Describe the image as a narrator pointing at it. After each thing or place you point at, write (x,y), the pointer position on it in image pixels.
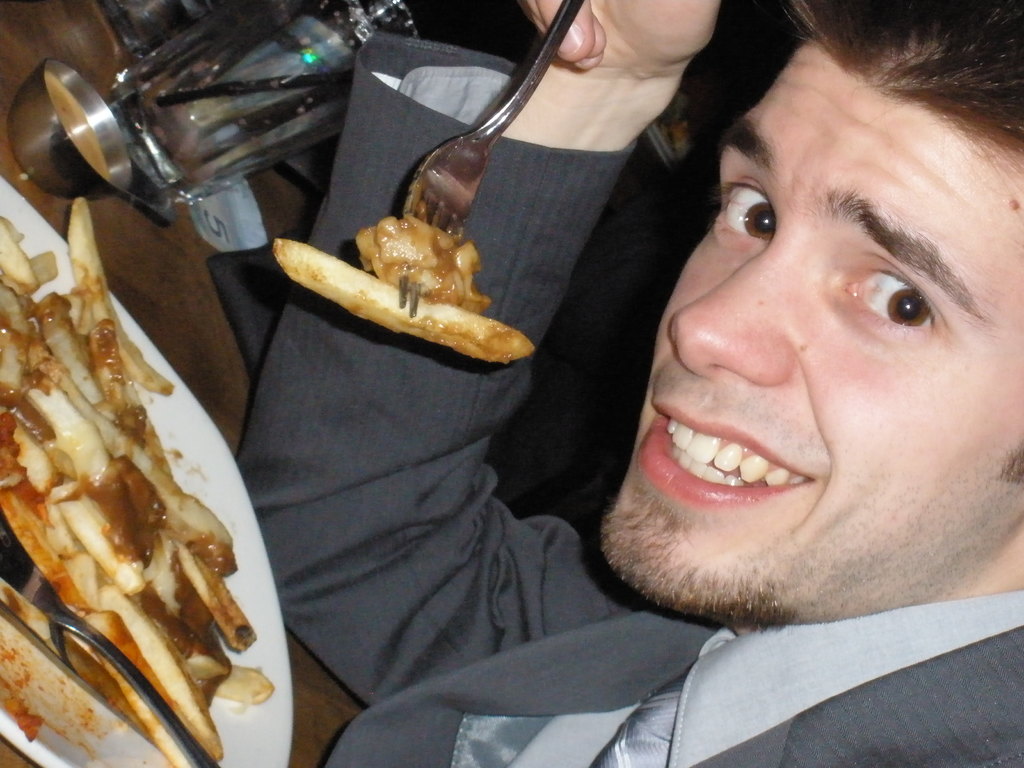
In this image we can see a person (624,486) holding a food (442,229) with the fork (463,146), in front of the person (643,485) there is a table (239,380). On the table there is a food (108,538) placed on the plate (65,280), beside the plate (63,245) there is a bowl (90,106) and glass (182,106).
